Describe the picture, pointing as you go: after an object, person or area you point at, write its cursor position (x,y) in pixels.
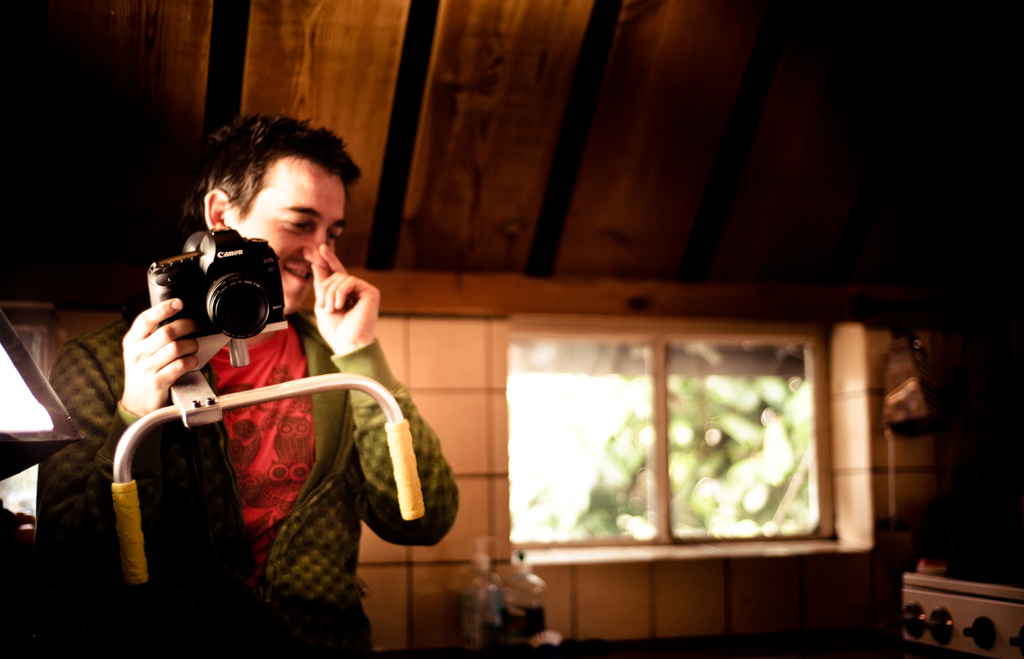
In this image there is a man (236,545) who is holding the camera (195,286) with his hand (133,368). At the background (437,351) there is a wall (443,352) and a window (612,442) beside it. There is a camera stand (188,407) attached to the camera (215,313).
